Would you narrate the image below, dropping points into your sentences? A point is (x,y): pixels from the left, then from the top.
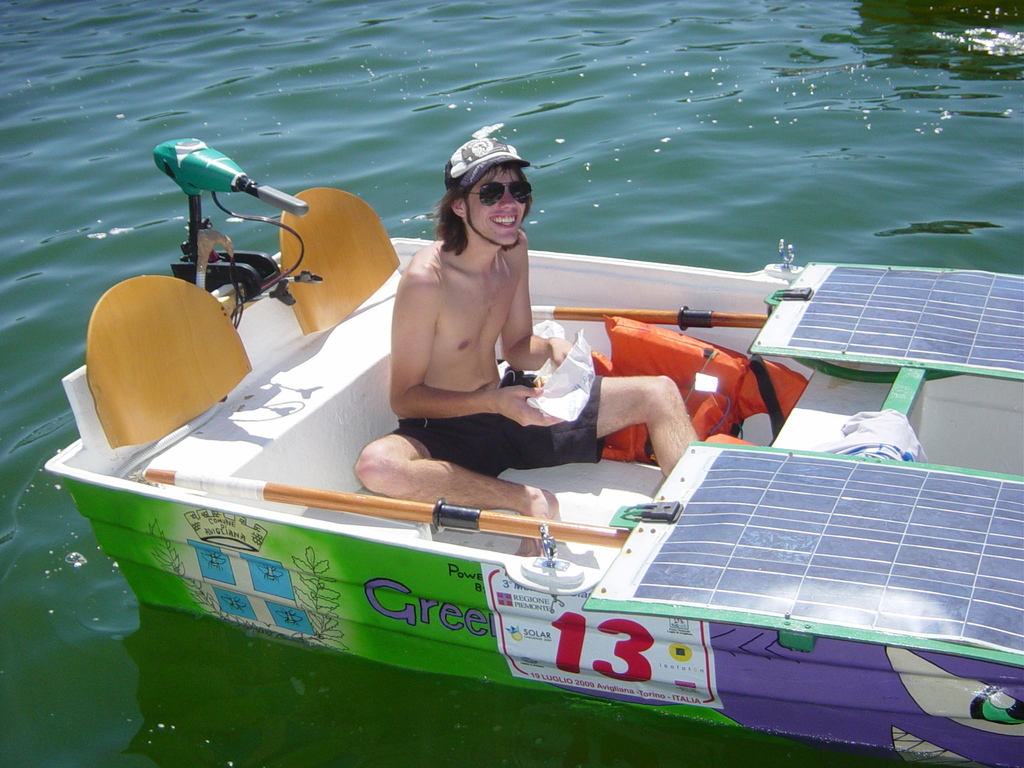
This image is taken outdoors. At the bottom of the image (433,713) there is a sea (474,49) with water (781,87). In the middle of the image (518,446) a man (493,387) is sitting in the boat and he is holding a paper (559,372) in his hands (554,351). He is with a smiling face (498,219). There are a few objects (710,379) in the boat (822,390).
